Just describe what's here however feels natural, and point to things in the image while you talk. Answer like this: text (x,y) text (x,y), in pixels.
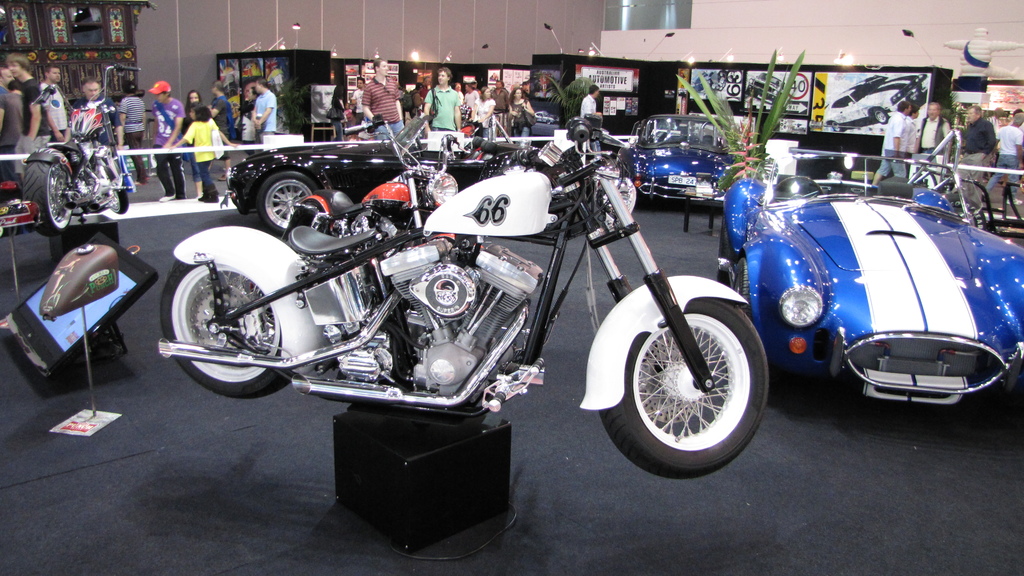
In this picture I can see there is a motorcycle (635,342), a car (829,316) on to right (874,285) and there is another car (295,167) and a motor cycle (340,194), they are placed for display and there is a fence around them. There are few people (219,113) standing and watching them, in the backdrop (826,91) there are few lights (275,47) and images (839,105) of the cars (852,103).
